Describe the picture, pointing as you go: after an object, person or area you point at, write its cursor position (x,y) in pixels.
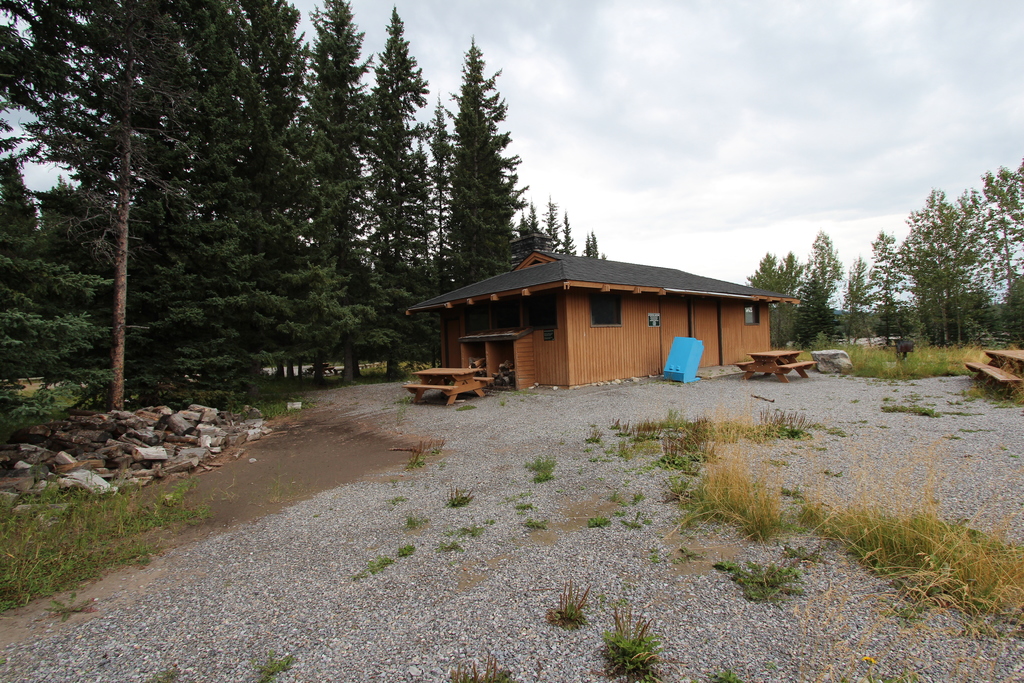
In this image we can see open area (507,446), there is wooden house (626,343), there are some benches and in the background of the image (297,299) there are some trees (476,232), cloudy sky (584,55).
